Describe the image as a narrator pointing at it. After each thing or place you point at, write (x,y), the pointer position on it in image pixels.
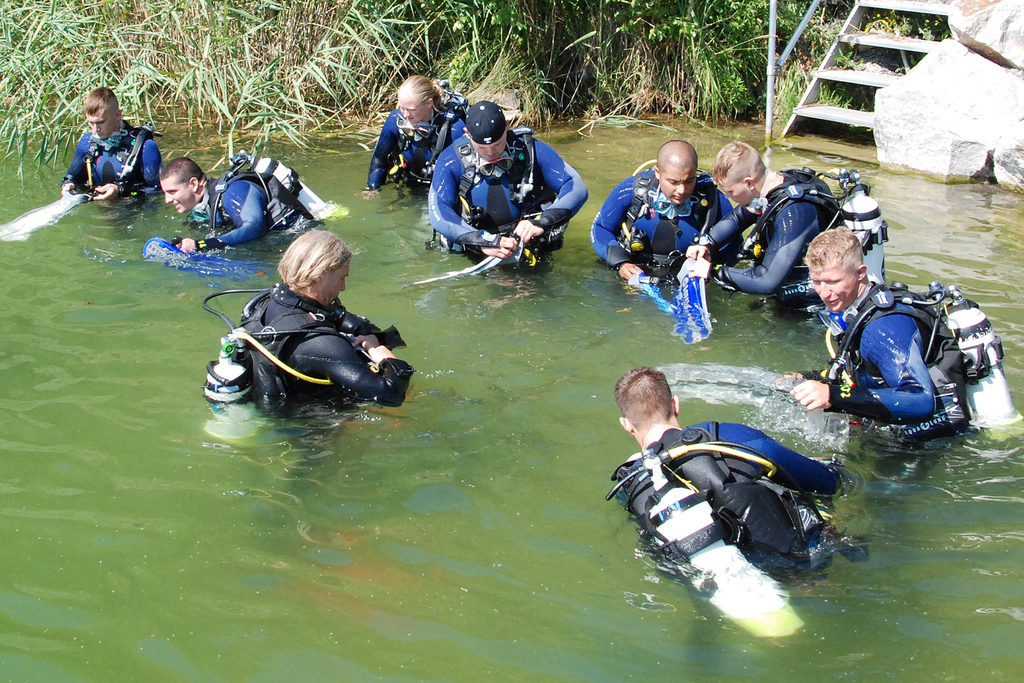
In this image I can see few persons (514,204) in the water (467,422). Everyone is wearing swim jackets (287,350) and oxygen cylinders (869,232). At the top of the image (369,59) there are many plants (545,59). In the top right-hand corner (939,71) there is a rock (927,101) and stairs (834,109).
